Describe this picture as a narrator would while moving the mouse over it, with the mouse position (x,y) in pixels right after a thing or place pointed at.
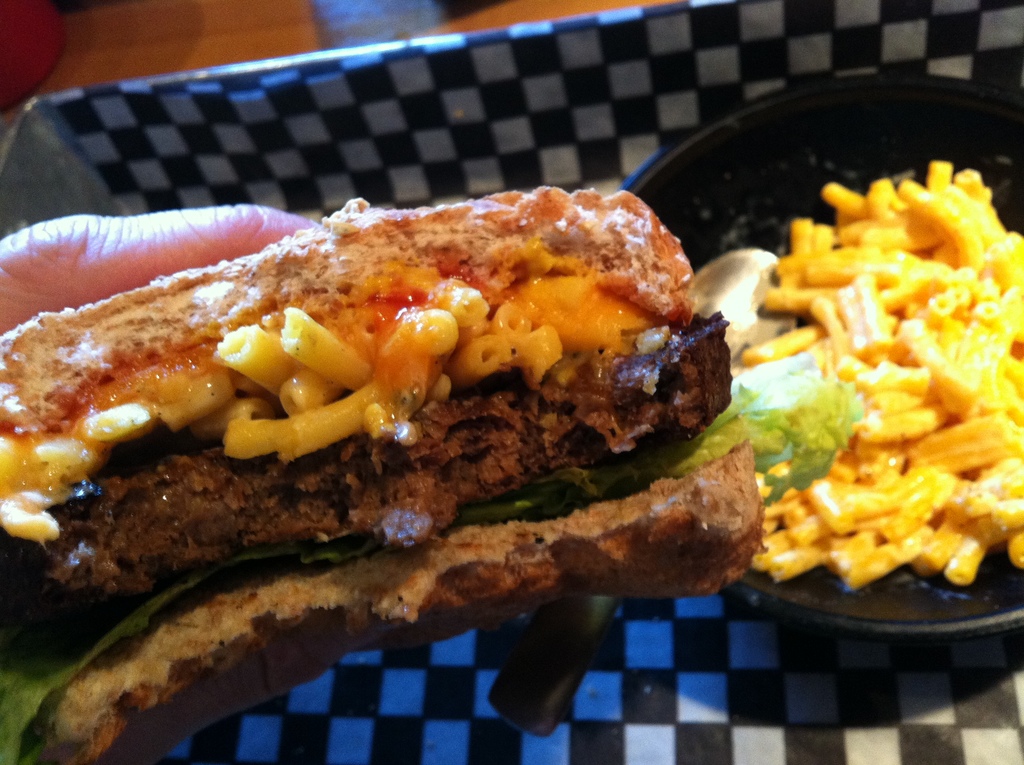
In this image there is a food item (219,400) in a person' s hand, behind that there is a food item (933,345) in a pan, beside the pan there is a tray (325,144), beside the tray (149,102) on the table (68,33) there is an object (26,21).
